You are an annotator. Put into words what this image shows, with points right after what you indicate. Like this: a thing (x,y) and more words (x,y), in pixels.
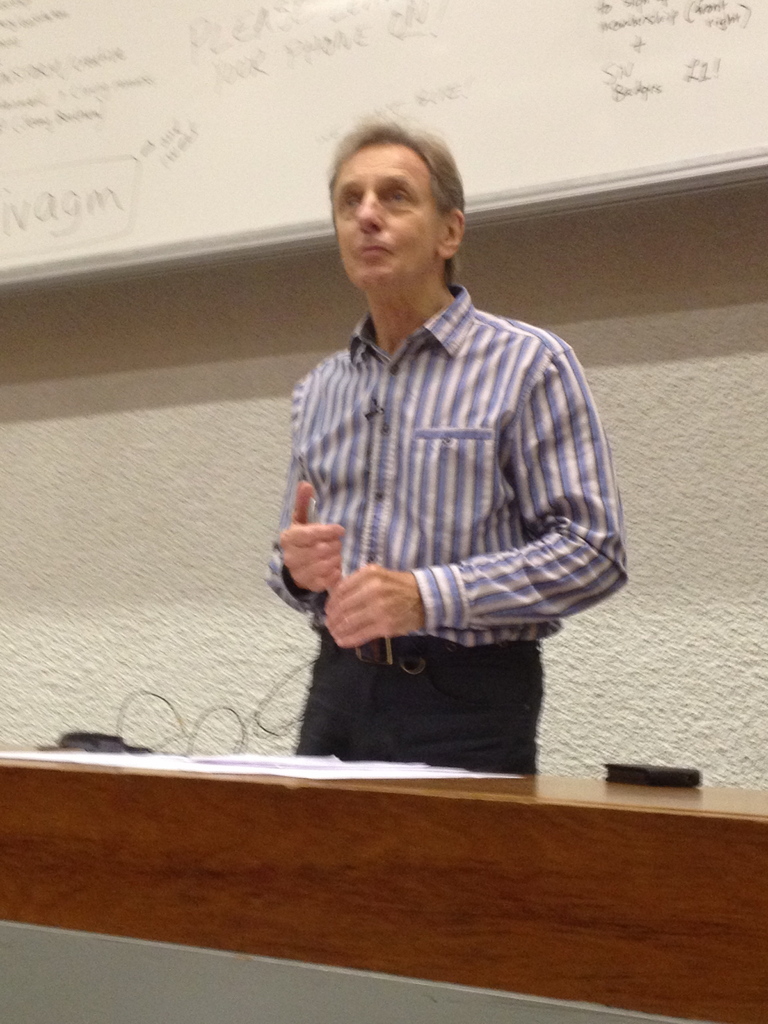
In the center of this picture (394,425) we can see a person (402,413) wearing shirt (423,459) and standing and we can see there are some objects (322,769) placed on the top of a wooden object (579,866) seems to be the table (343,923). In the background (693,396) we can see the wall (693,396) and we can see the text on a white color board (103,168).
